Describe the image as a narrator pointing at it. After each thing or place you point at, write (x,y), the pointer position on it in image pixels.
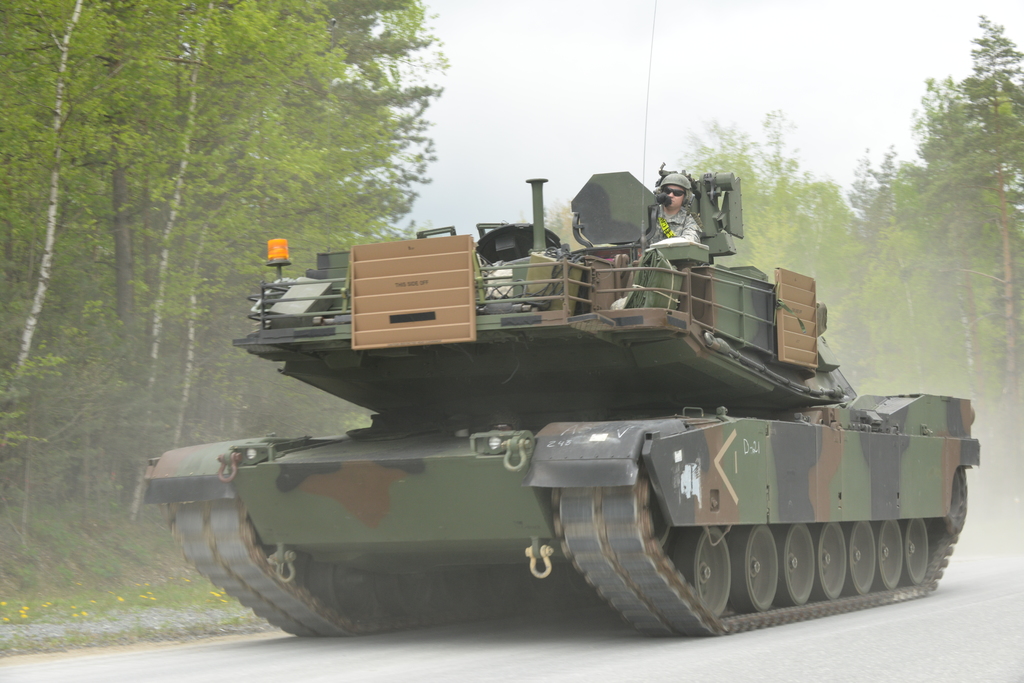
In this image I can see the ground (488,625) and a huge vehicle (437,466) which is green, black and brown in color. I can see a person (682,236) sitting on the vehicle (653,269). In the background (552,158) I can see few trees (297,182) the sky (657,78).
